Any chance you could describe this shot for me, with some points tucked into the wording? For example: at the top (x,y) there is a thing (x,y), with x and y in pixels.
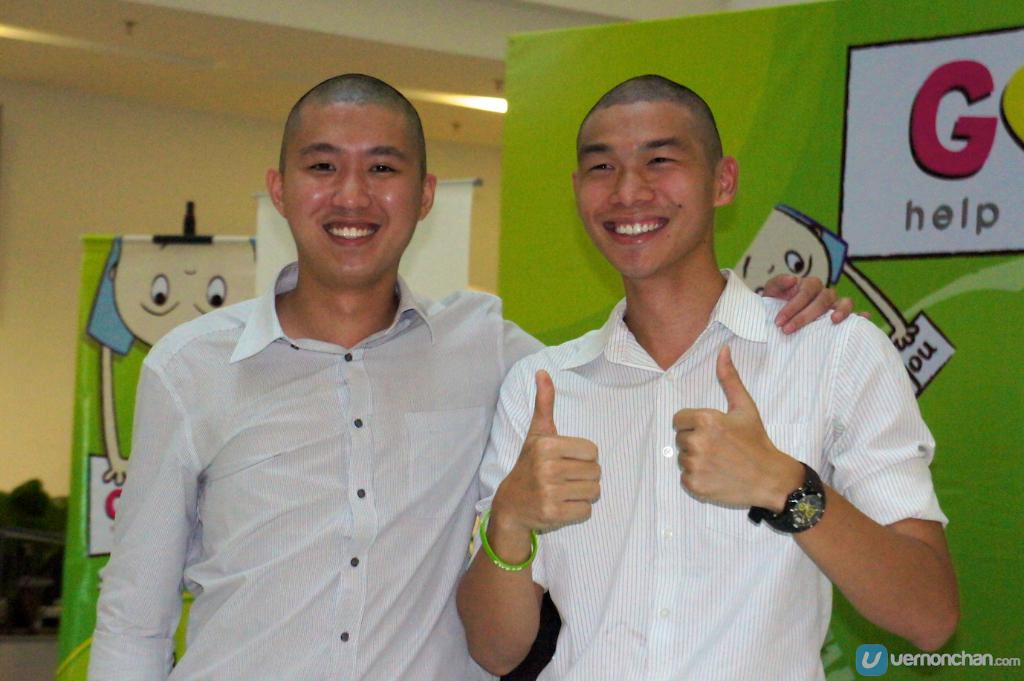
On the right side (746,445) a man (798,377) is smiling by showing his 2 thumbs (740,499). He wore a white color shirt (692,372), beside him another man (374,342) is also standing and smiling.
